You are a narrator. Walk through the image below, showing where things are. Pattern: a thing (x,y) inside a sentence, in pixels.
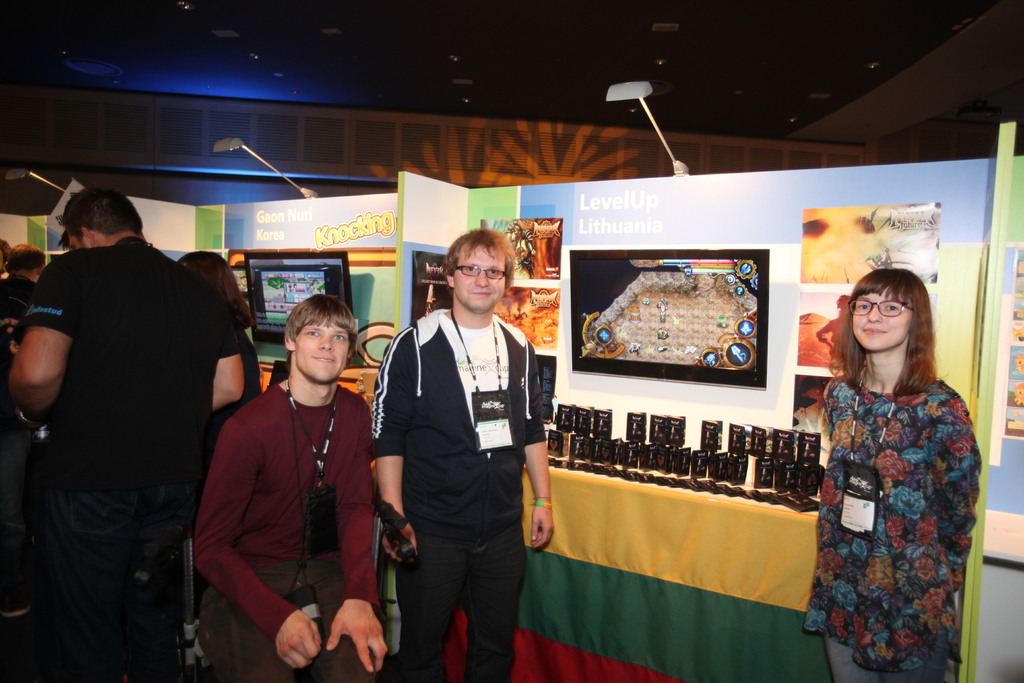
In this image, we can see people (439,393) and are wearing id cards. In the background (243,219), there are boards (326,243), lights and we can see screens (343,290) and some boxes (604,448) on the table (712,564) and there is a cloth (602,521). At the top (381,36), there is a roof (575,26).
